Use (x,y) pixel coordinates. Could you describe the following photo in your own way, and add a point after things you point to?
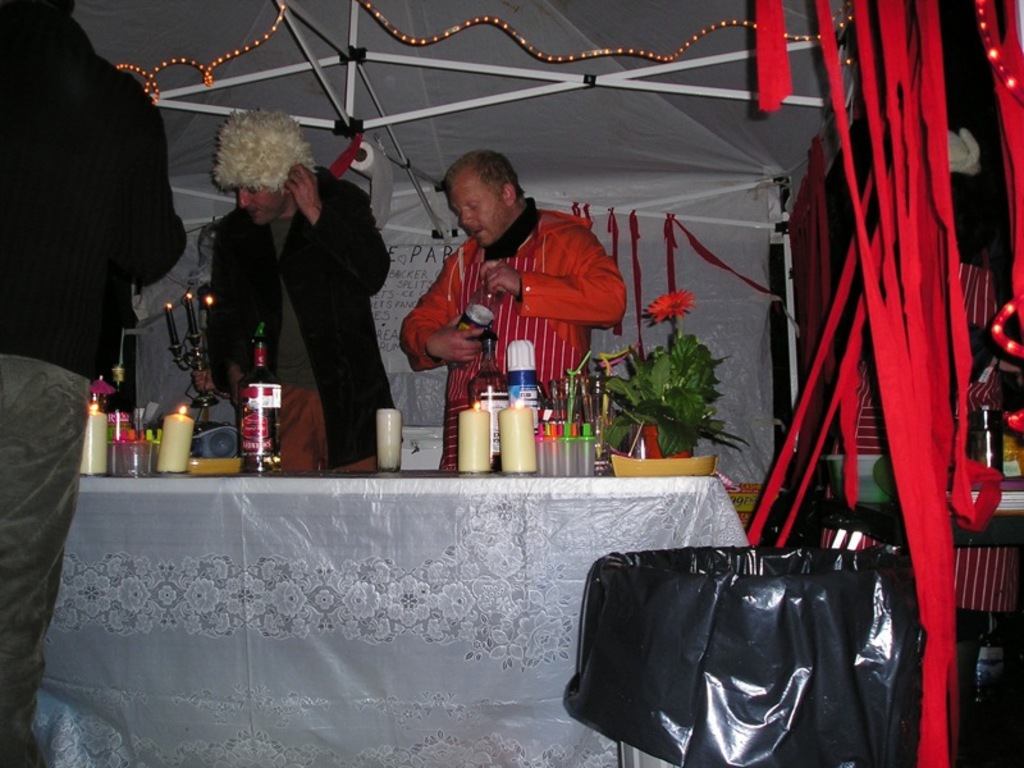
In this picture we can see people (351,215), here we can see bottles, candles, houseplant (691,363), flower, decorative objects (920,26) and some objects (793,313).
